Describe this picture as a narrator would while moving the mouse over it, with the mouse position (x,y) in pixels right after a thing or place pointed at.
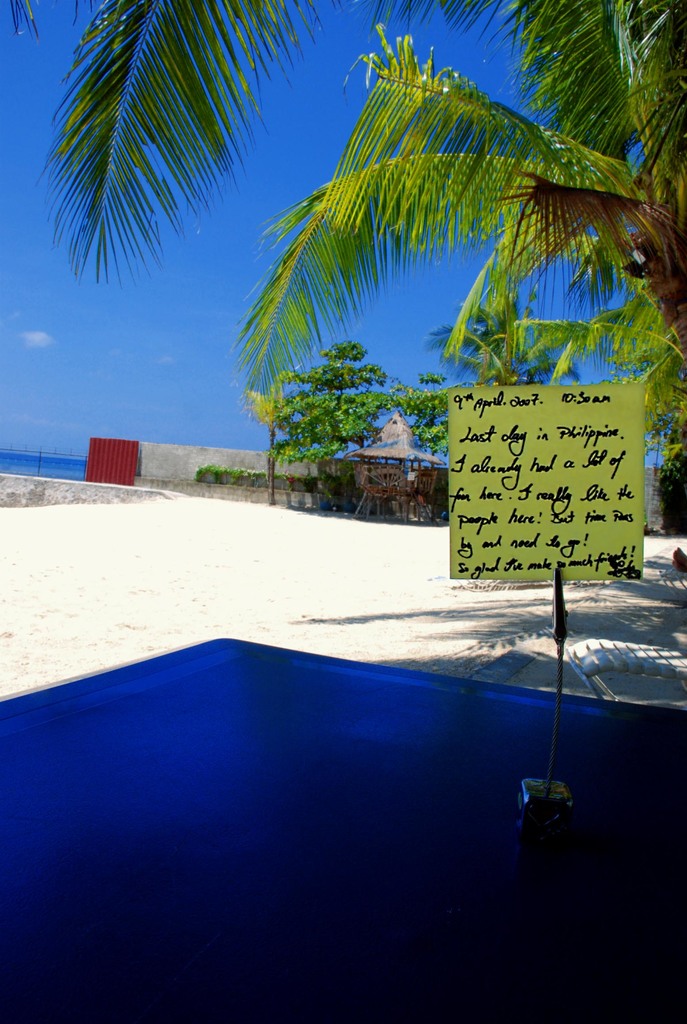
In this image there is a table (616,702) and we can see a board (621,559) placed on the table (586,774). We can see a shed (402,493) and there are trees (478,381). There is a wall (174,449). In the background (173,402) there is sky (78,353).
